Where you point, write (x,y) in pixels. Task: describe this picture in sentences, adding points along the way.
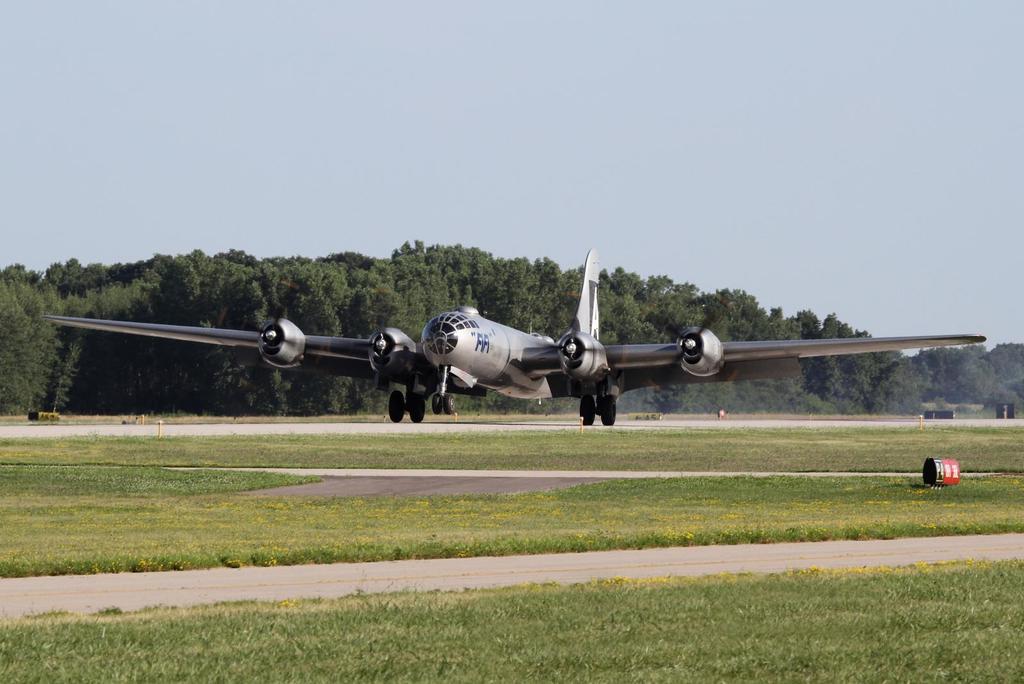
In this image there is an airplane (467,380) on the runway (465,429). In the background (433,271) there are trees (479,267). At the top (547,52) there is the sky (580,46). On the ground (543,610) there is grass (529,638).
